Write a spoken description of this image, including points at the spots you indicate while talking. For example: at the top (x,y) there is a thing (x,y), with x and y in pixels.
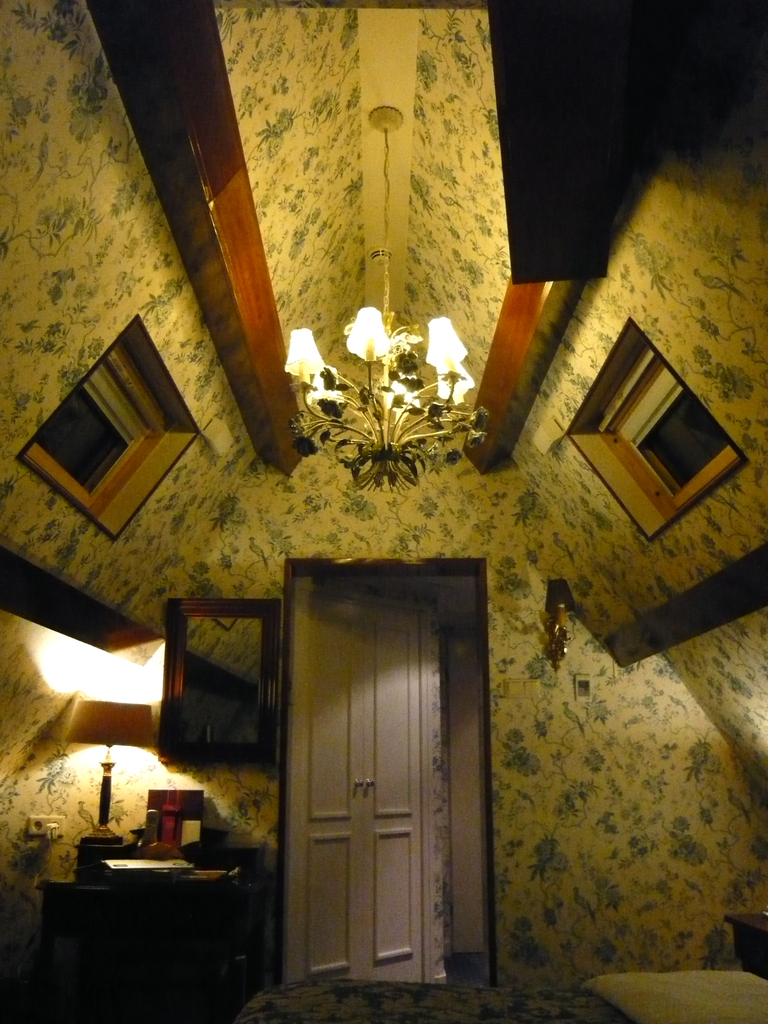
This is an inside view of a room (248,108). In this picture we can see a door (299,774) and a door handle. There is a bed lamp (94,715) and other objects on a wooden desk (203,907). We can see a mirror (260,711) and a brown object (566,634) on the wall (461,490). There is a chandelier (346,333) on top (383,117).
